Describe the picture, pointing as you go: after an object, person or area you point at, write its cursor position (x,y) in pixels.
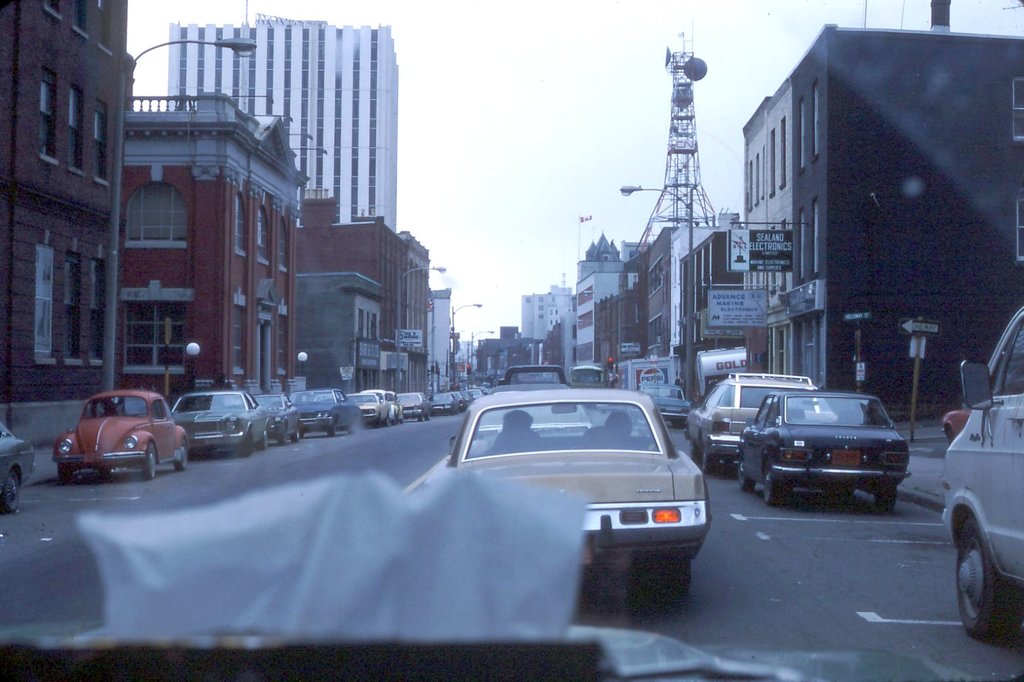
In this image we can see the view of a city (525,383). In the city (307,360) there are buildings (276,139), street poles (121,107), street lights (124,83), towers (691,140), motor vehicles (662,373) on the road (822,538), sign boards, information boards (787,267) and sky (701,53).
